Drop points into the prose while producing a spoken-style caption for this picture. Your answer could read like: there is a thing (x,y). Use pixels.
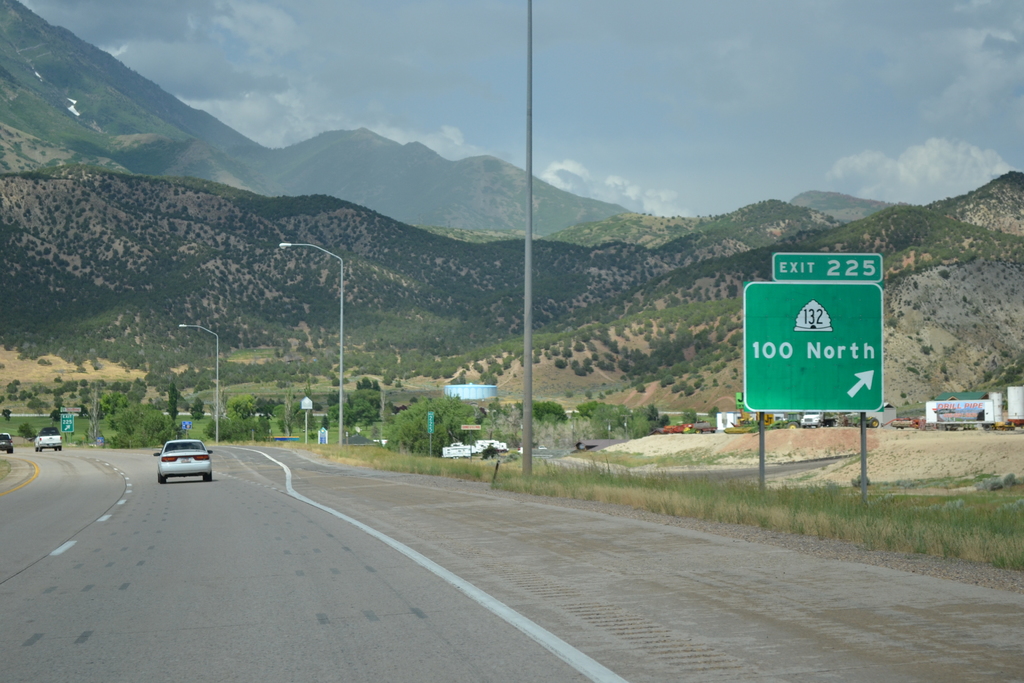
In this image we can see the hills (432,225), trees (492,410), sign boards (865,386) and also light poles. We can also see the vehicles (9,443) passing on the road (158,448). There is sky (681,76) with the clouds (941,178). Grass (798,519) is also visible.
